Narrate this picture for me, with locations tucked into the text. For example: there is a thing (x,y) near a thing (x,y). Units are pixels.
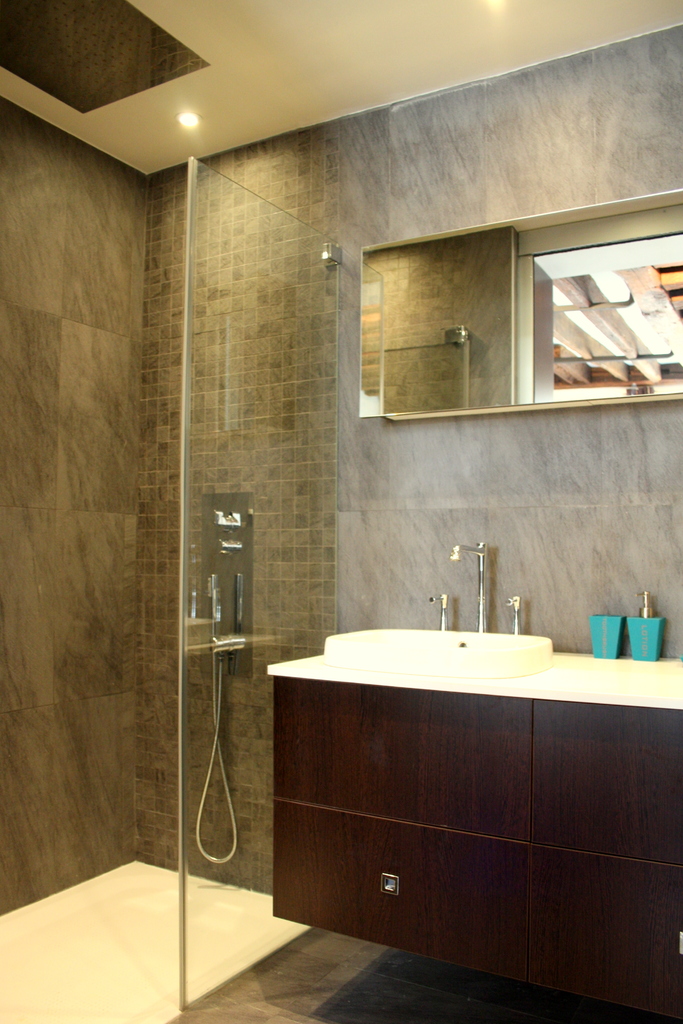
This image is taken in the bathroom (342,500). In this image we can see the sink (512,670), mirror (526,369), sanitizer (641,629) on the counter (639,670). We can also see the glass fence (257,576), hand shower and also the tiles wall (98,392). At the top (354,72) there is ceiling (363,55) with the lights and at the bottom (214,948) we can see the surface (264,975).
